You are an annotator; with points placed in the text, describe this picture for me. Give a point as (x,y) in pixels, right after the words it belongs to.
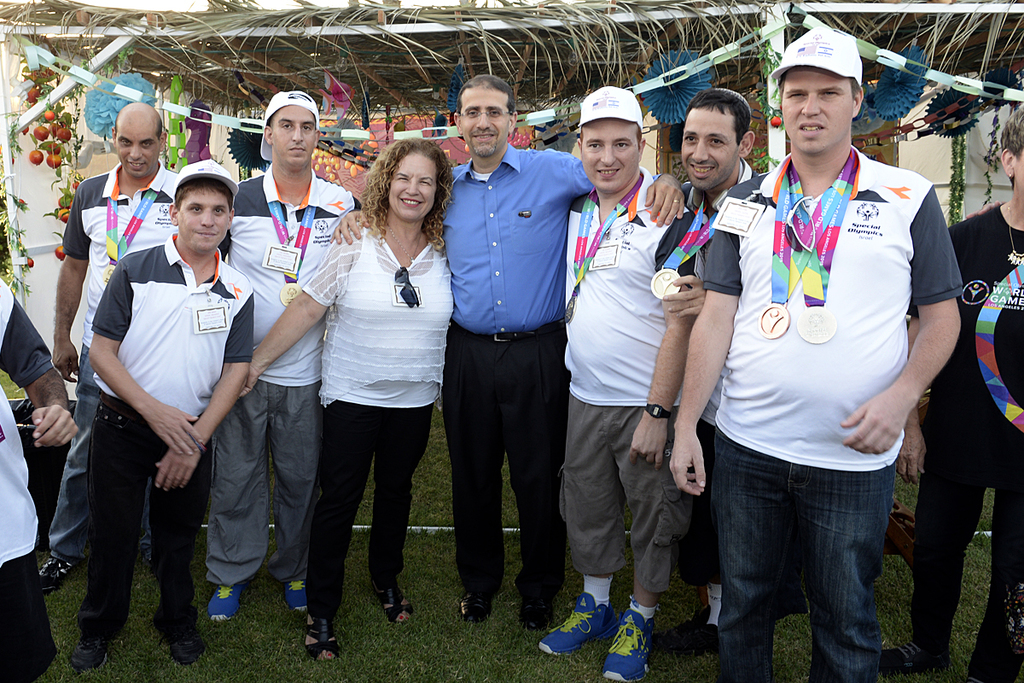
In this picture, we see many people (638,246) are standing. Most of them are smiling and they are posing for the photo. On the left side (49,119), we see the fruits (49,119) are hanged. Behind them, we see the canopy (298,89) with dry leaves (298,89) and it is decorated with the decorative items (113,90) and fruits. At the bottom (363,628), we see the grass (501,603). In the background (28,247), we see the white walls (903,161).
